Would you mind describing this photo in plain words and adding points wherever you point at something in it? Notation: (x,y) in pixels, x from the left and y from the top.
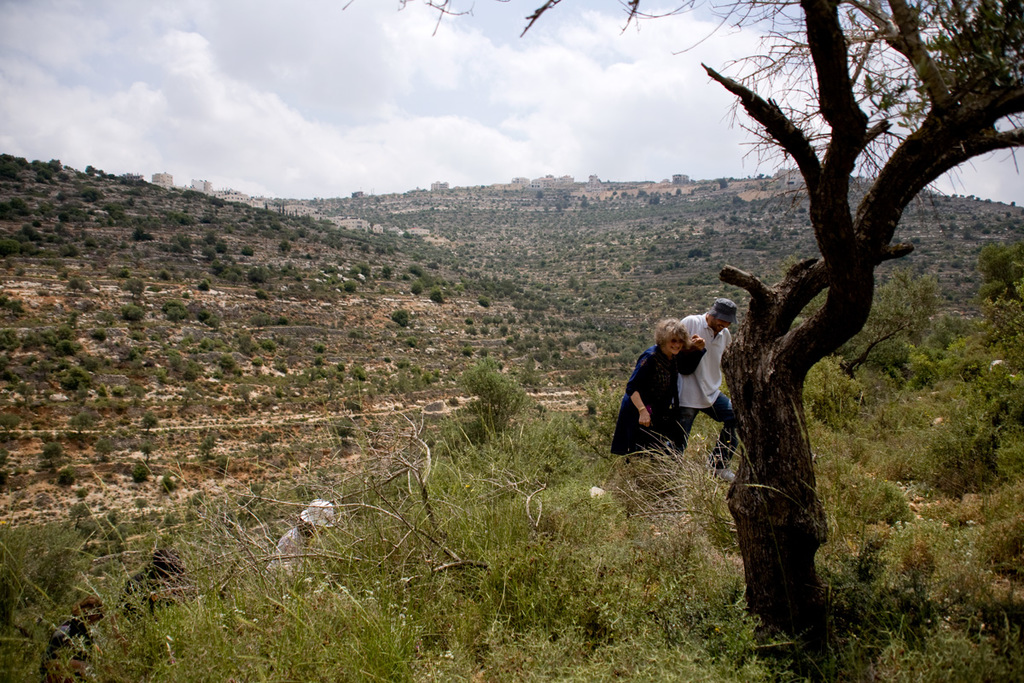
In the image we can see a man (679,379) and a woman (664,391) walking. They are wearing clothes (678,381) and the man (703,328) is wearing a cap (733,313). Here we can see the grass (718,593), the mountain (627,275), trees (1001,112) and cloudy sky (285,126). We can see there are other people (156,586) wearing clothes (288,547).
